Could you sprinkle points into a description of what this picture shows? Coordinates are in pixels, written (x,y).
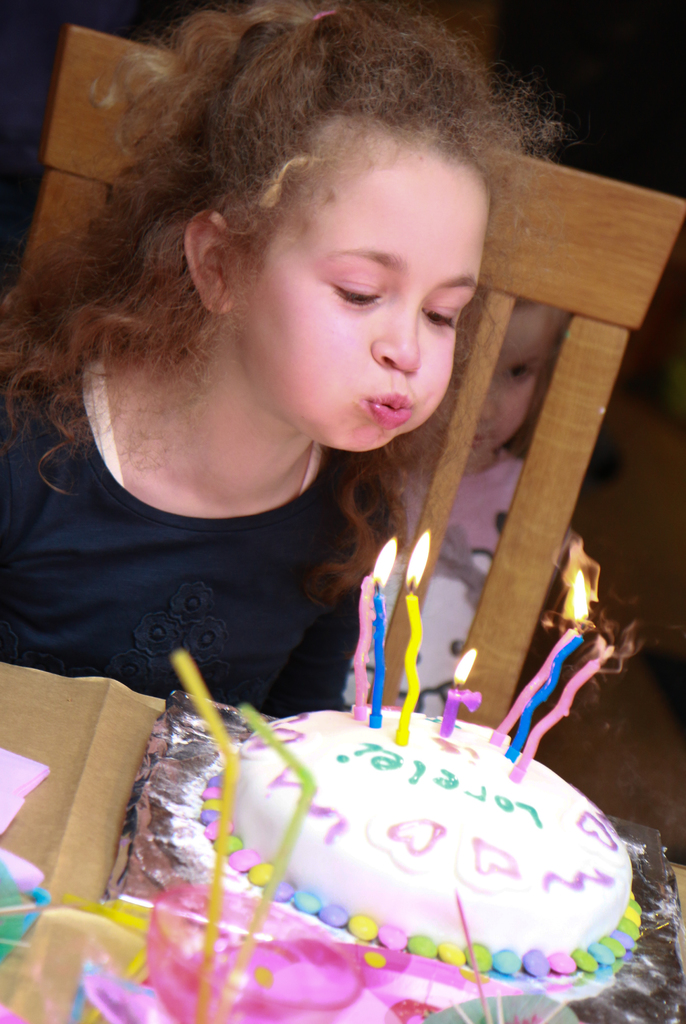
In this image there is a girl (264,383) sitting on a wooden chair (567,310). In front of her there is a cake (345,827) on the table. There are candles (512,754) lit and kept on the cake (455,782). At the bottom (231,934) there are straws (208,960) in a glass (242,957). Behind the chair (541,287) there is a kid (497,441).
